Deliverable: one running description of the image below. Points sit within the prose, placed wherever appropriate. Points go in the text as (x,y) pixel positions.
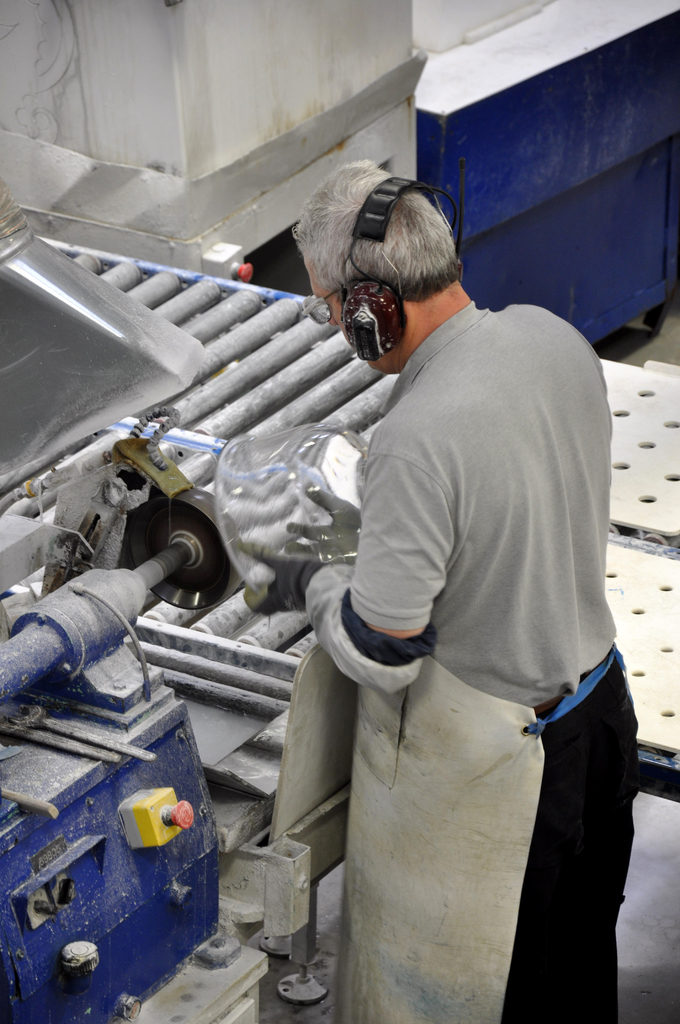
In this image I can see a person (483,326) wearing a headset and holding an object (236,547), standing in front of the machine (164,564), at the top (302,122) I can see the wall (112,116).
